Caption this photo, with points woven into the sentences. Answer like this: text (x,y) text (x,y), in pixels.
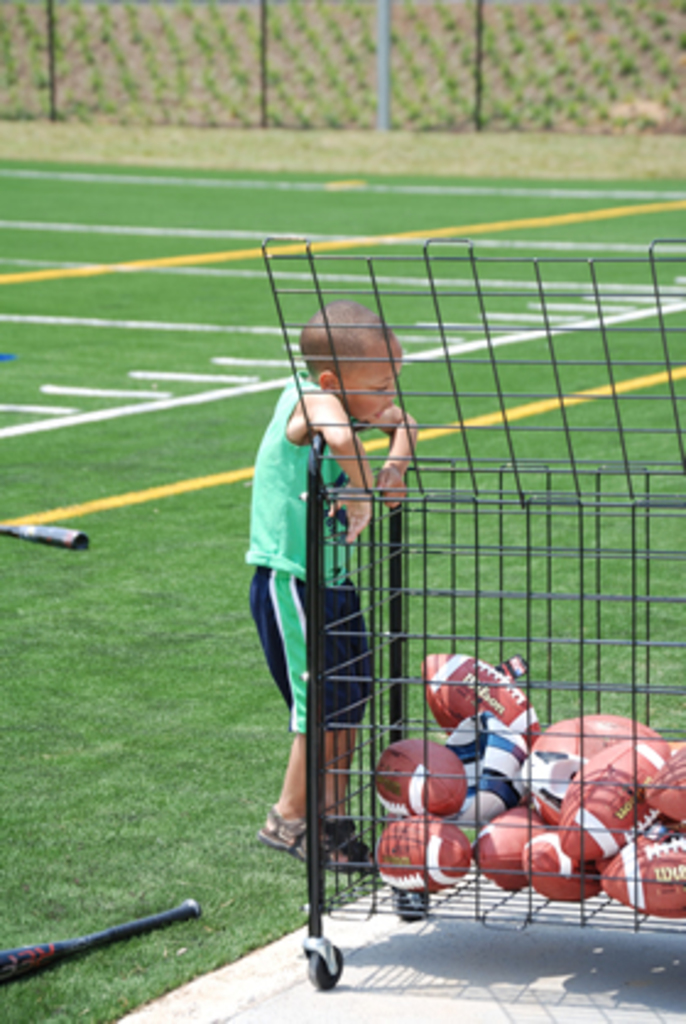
In this image I can see a boy (402,438). On the right side of the image (535,774) there are rugby balls (520,853). On the left side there is a baseball bat (31,528). In the background (115,501) there is ground (156,339).
